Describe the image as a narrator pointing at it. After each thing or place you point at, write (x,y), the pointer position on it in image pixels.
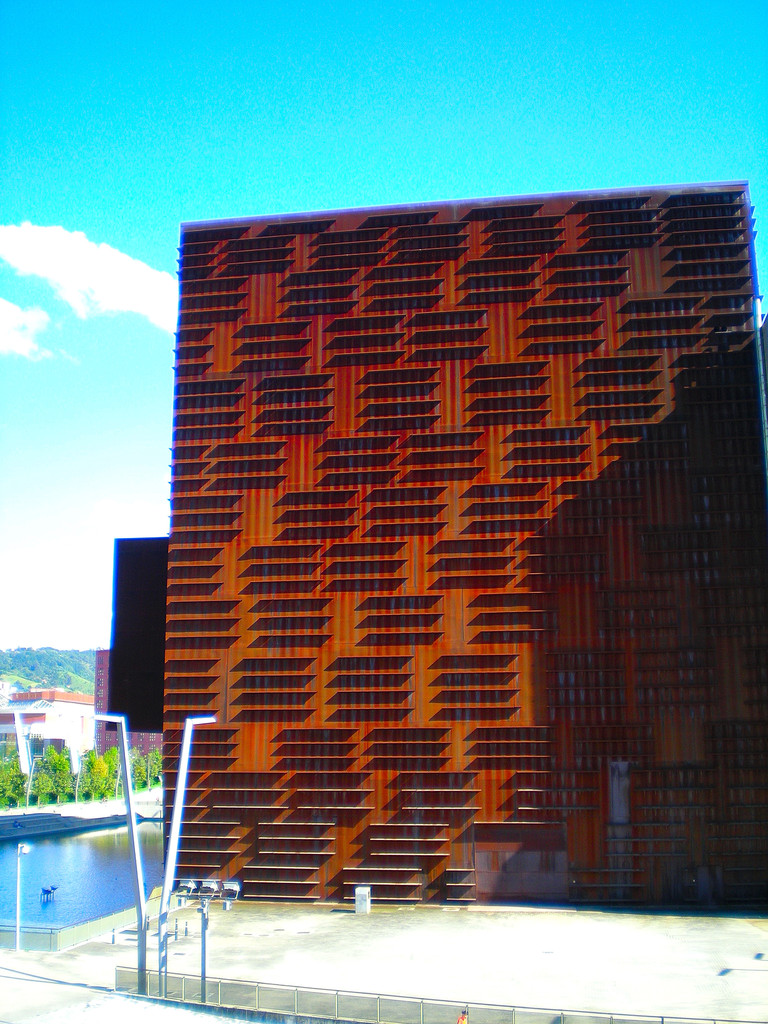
In this picture we can see a building (79,716) here, on the right side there is a wall (342,679), we can see a pole (142,888) here, there are some lights (193,898) here, in the background (79,780) there are some trees (36,664), we can see water (90,832) here, there is sky (158,80) at the top of the picture (170,63).
